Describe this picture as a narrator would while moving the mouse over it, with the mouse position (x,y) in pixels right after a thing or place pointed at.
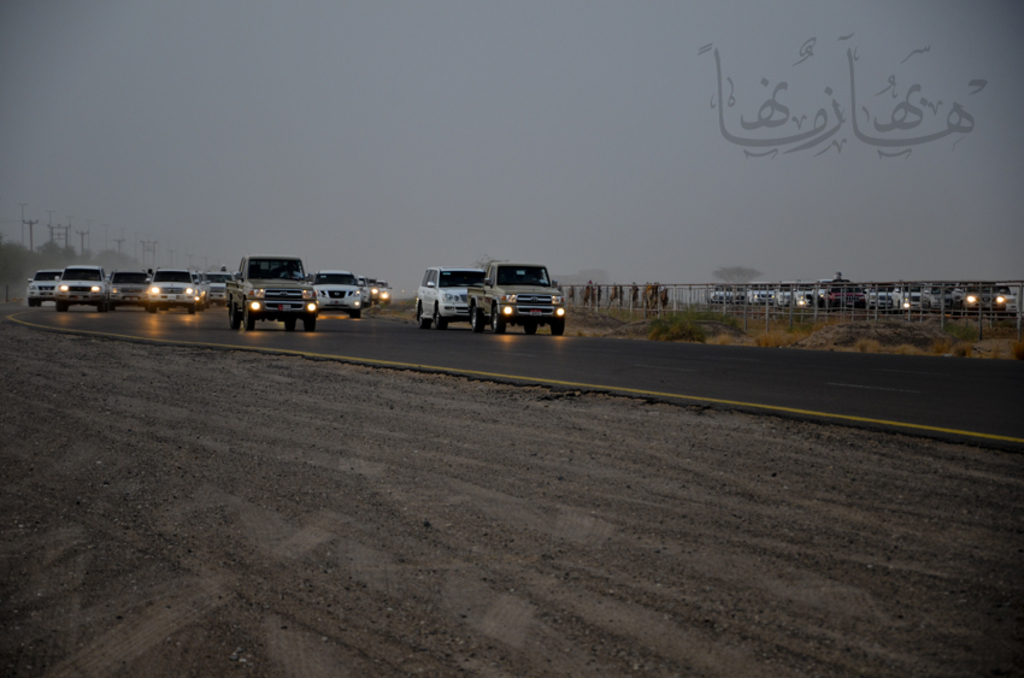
In this image there are a few vehicles (187,304) moving on the road (695,385), on the right side of the image (826,314) there is a railing (782,313), behind the railing (703,304) there are a few camels (596,302) and there are a few vehicles (860,294) parked. On the left side of the image (23,260) there are a few utility poles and trees (18,254). In the background (526,168) there is the sky (524,169).
